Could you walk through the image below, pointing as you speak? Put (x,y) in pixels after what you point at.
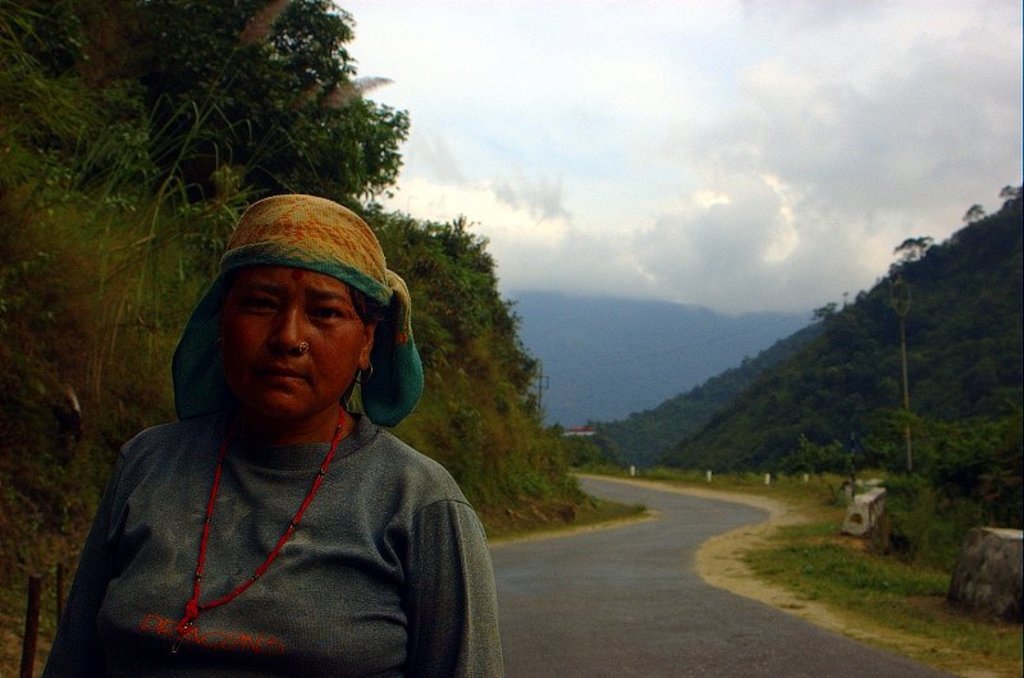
In this image we can see few hills (734,399). There are many trees (831,402) and plants (900,581) in the image. There is a road (652,612) and a lady (421,599) in the image. There are road edge markers (874,501) in the image. There is a cloudy sky (835,178) in the image.
